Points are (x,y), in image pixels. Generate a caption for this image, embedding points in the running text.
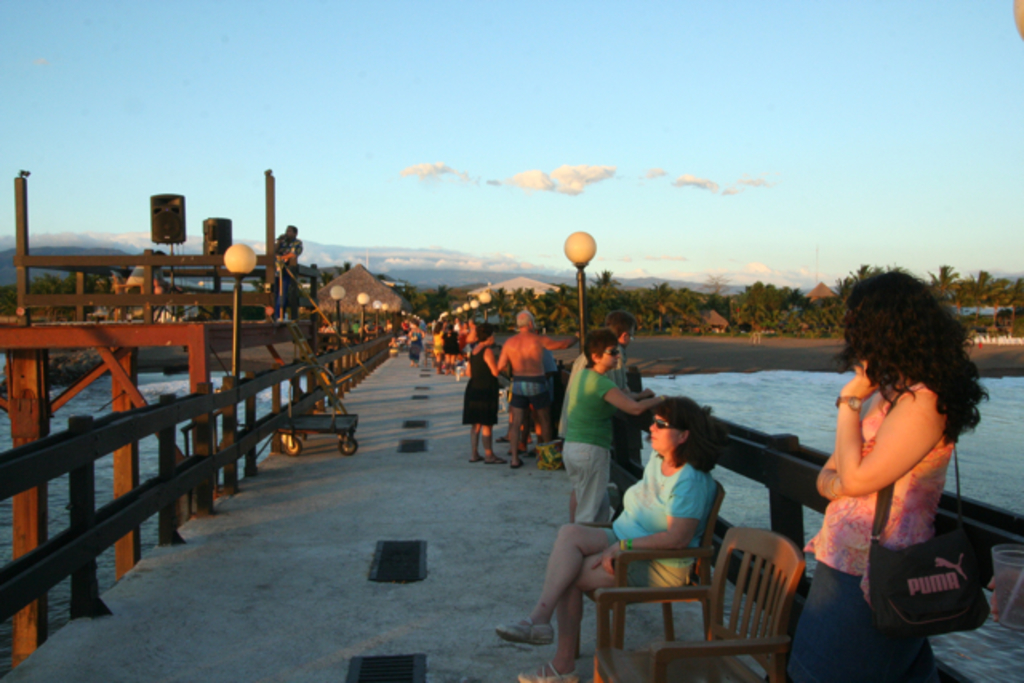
There are so many people (479,359) on a bridge (1013,543) under a beautiful sky (509,260) watching at trees (977,317) and huts (518,288).
